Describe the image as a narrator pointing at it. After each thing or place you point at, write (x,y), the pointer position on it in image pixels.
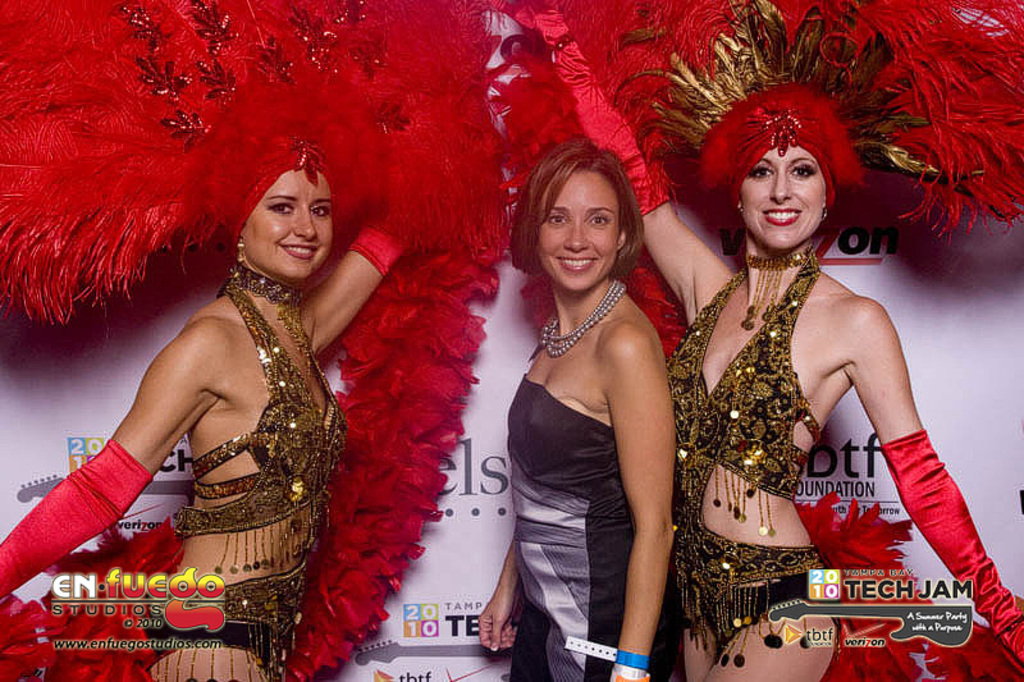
In this image we can see these two women (845,353) wearing different costumes (787,420) and this woman (626,483) wearing a black dress (579,524) and pearls chain (579,337) are standing and smiling. In the background (963,451), we can see the banner (957,238) on which we can see the logos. Here we can see the logos (193,576) on the bottom left (134,610) and right side of the image (916,583).
